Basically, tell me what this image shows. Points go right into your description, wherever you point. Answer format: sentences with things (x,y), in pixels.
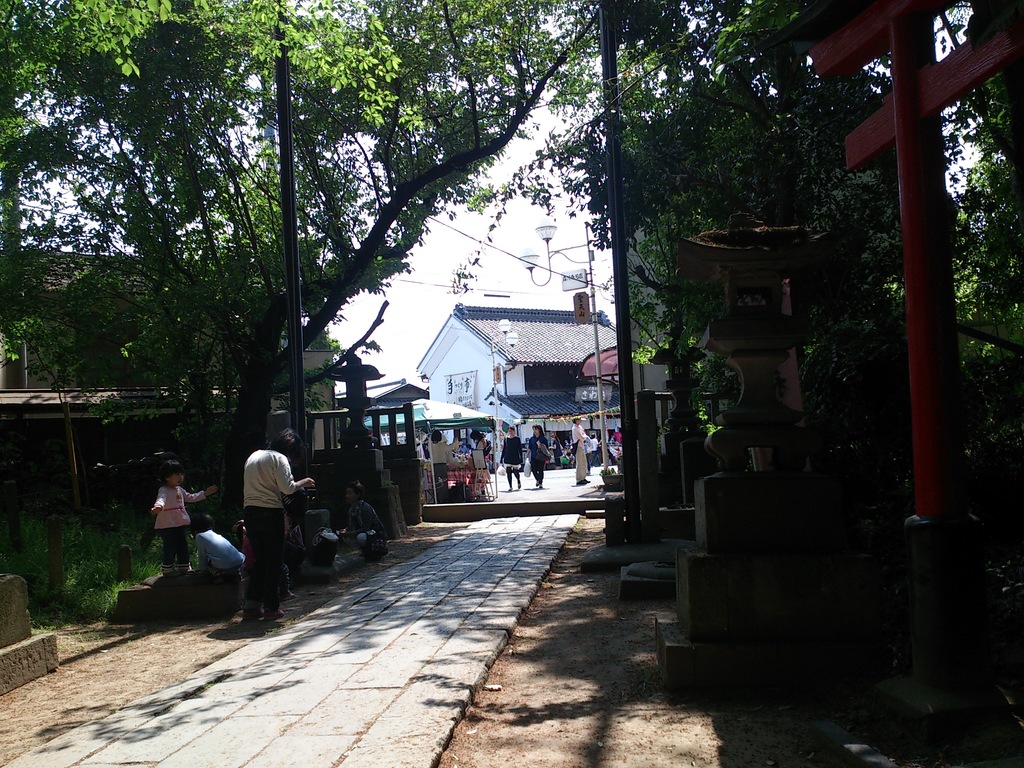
In the center of the image (506,497) there is a road (400,623). There are trees (381,136) to the both sides of the image. In the background of the image (475,348) there is a house (516,412). There are people (541,457) walking. There is a stall (451,411). At the top of the image (478,241) there is sky (472,231).
